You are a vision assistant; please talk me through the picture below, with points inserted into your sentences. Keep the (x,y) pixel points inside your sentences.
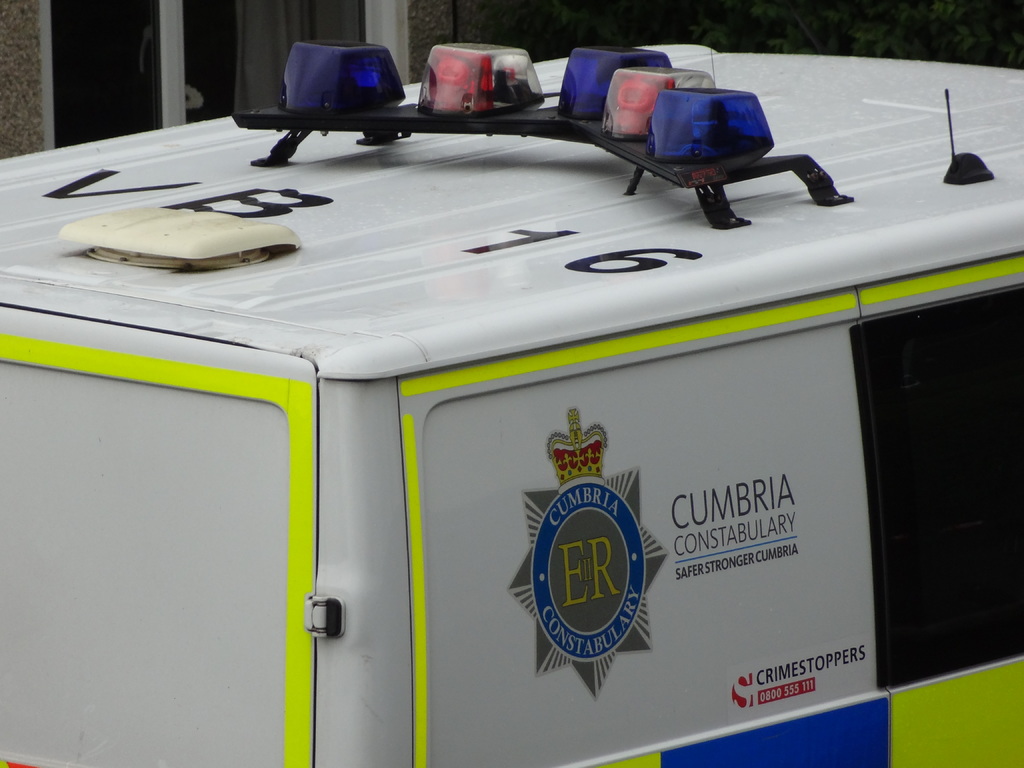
There are lights (636,82) in different colors attached to the top surface (539,229) of a vehicle (322,407). And this vehicle (148,240) is white in color.
